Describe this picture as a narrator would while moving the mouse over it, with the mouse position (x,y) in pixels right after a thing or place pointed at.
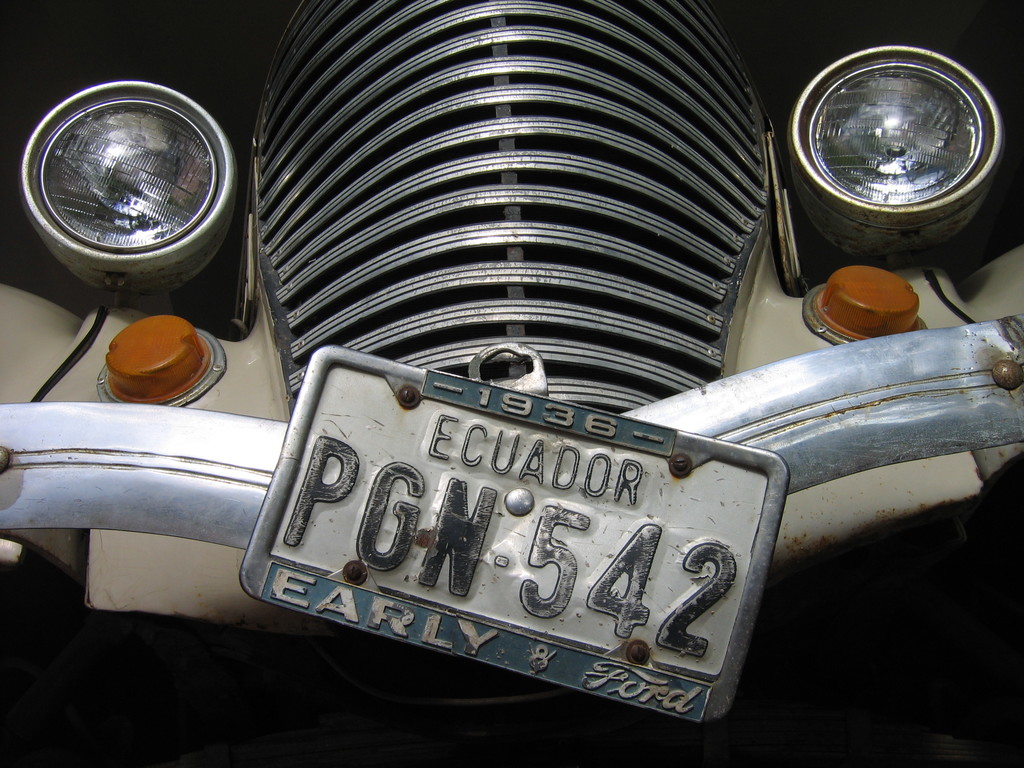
In this image there is the cover (447,206) of the engine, head lamps (190,117), indicator lights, metal rod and a number plate (550,591) of a vehicle (109,267).
